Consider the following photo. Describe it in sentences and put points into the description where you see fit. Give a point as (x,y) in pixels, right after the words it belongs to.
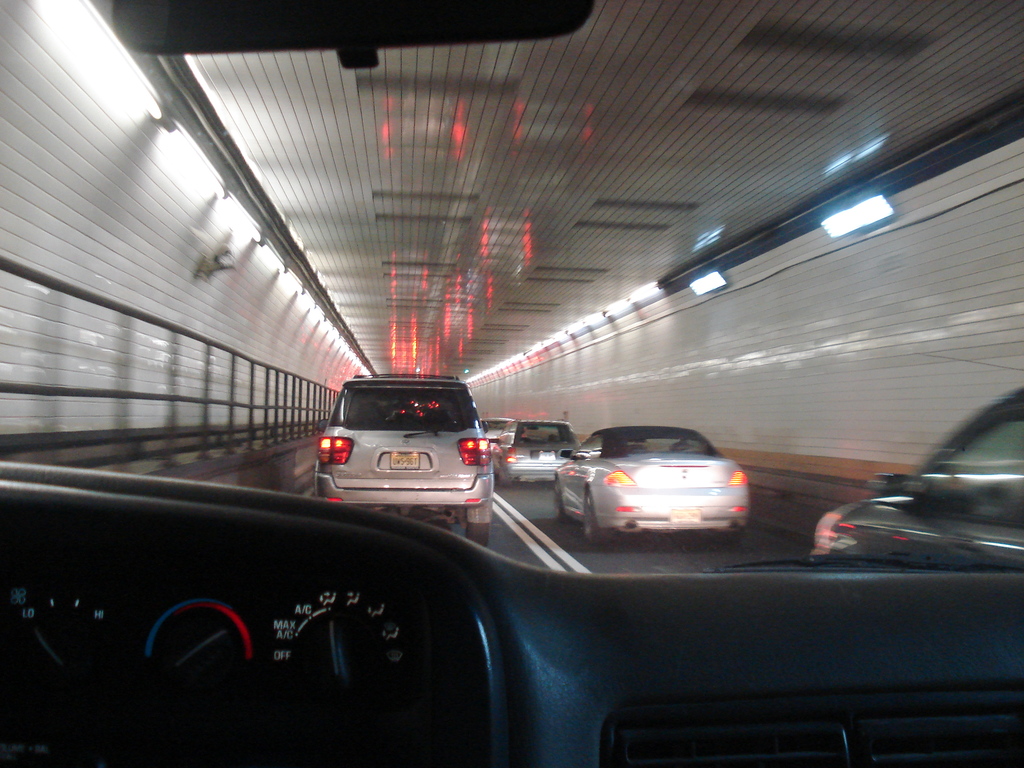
In this picture we can see few vehicles (596,492) are on the road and we can see the closed roof (455,354).
